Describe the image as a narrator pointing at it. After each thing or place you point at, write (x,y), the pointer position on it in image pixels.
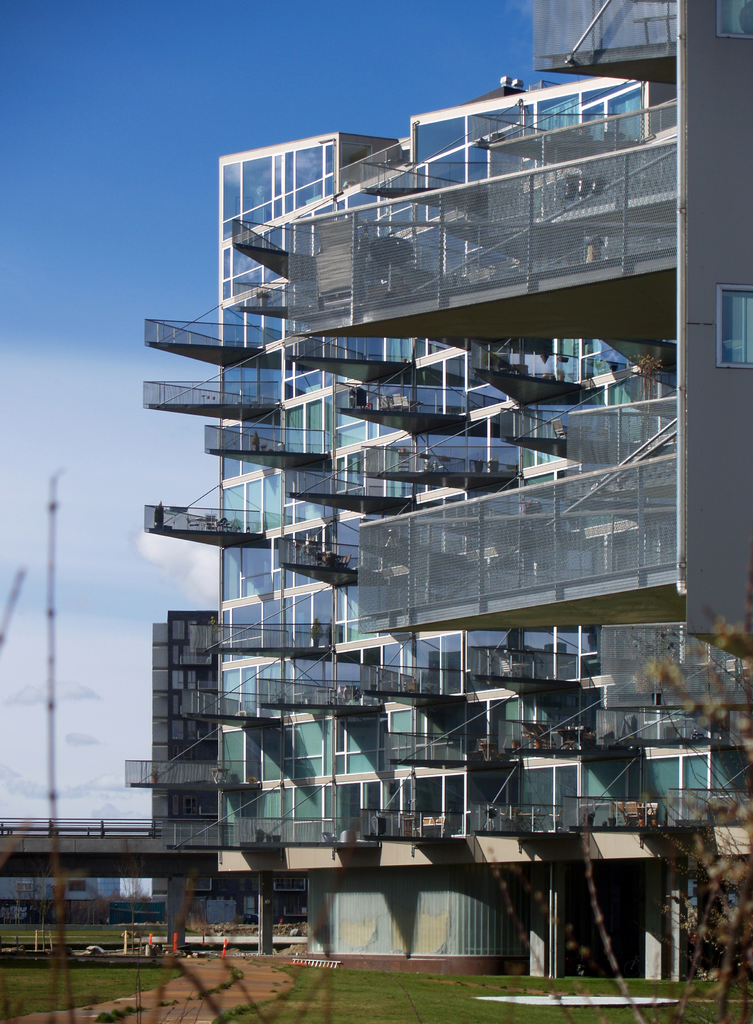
In the picture I can see building (266,436) to which there are some glasses (435,785) and we can see grass (35,983).
